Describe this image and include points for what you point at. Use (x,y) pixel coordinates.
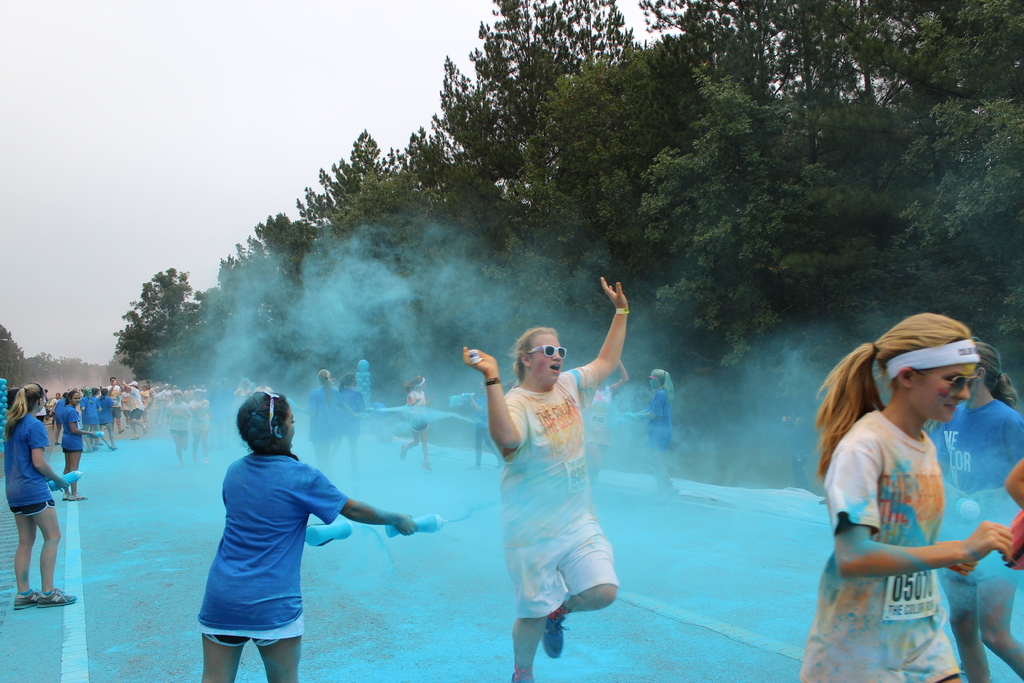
In this image we can see people (227,518) standing on the floor (188,519) and sprinkling blue color powder (449,494) on them. In the background (561,148) we can see sky (223,84) and trees (567,202).
